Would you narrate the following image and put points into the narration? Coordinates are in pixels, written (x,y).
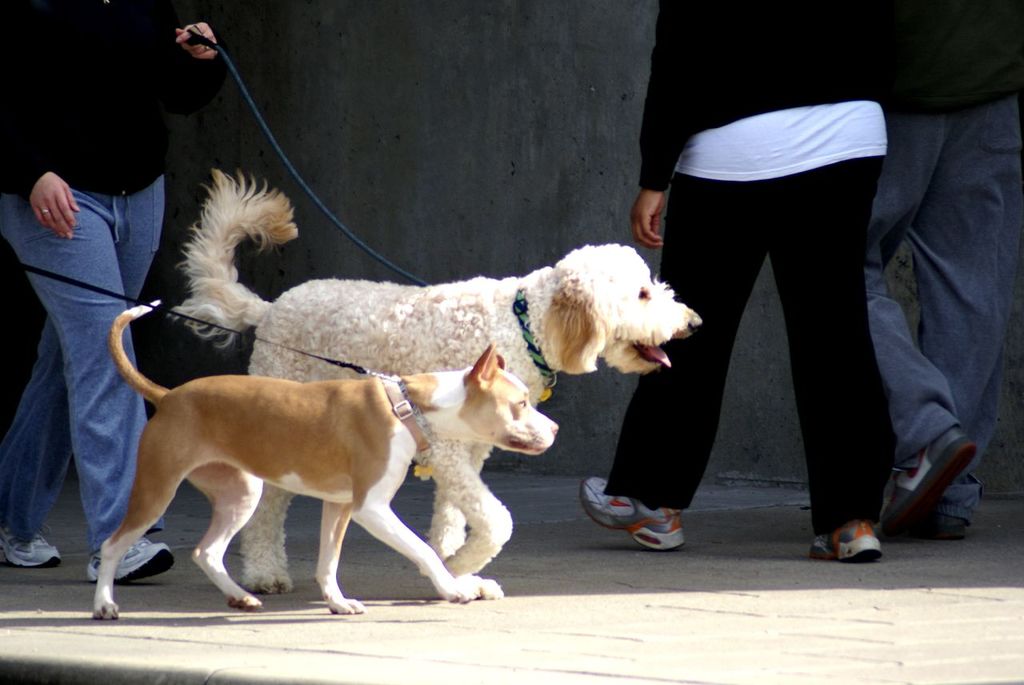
In this image we can see the two dogs (496,416) on the road (830,581). We can also see the person (172,59) holding the dog chain (209,43). In the background (480,211) we can see the wall (565,137).
